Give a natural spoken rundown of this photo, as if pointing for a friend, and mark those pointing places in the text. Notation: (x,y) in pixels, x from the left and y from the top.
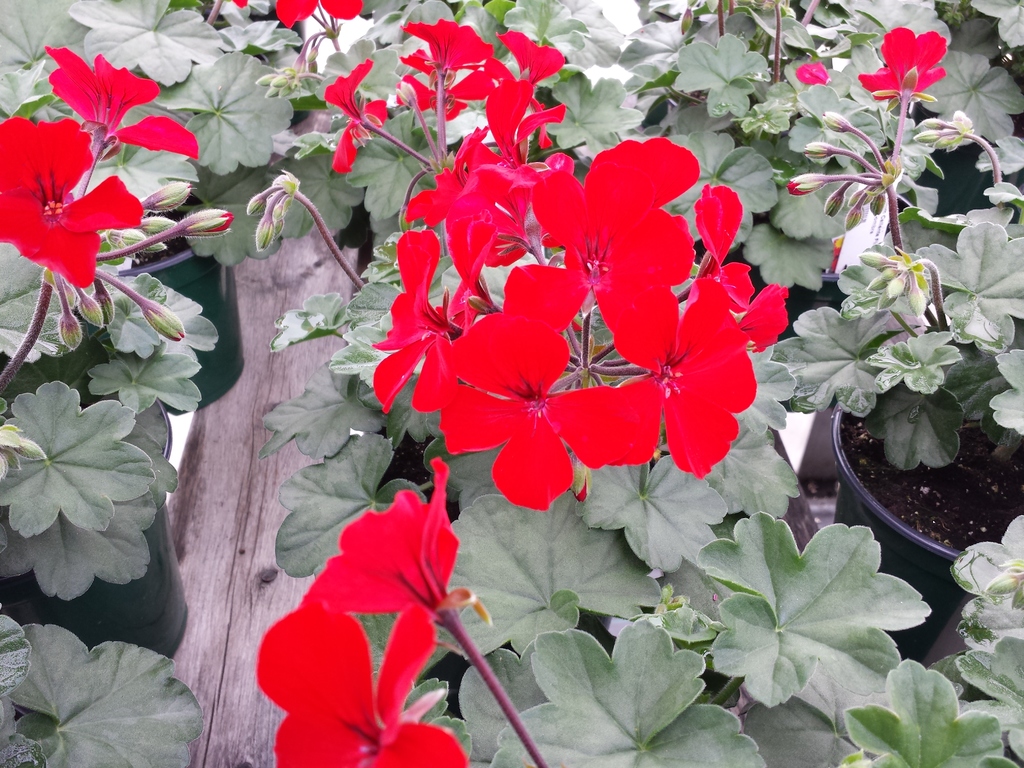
In this image we can see a group of flowering plants (335,181) in different pots (848,479) placed on the floor (188,640).
